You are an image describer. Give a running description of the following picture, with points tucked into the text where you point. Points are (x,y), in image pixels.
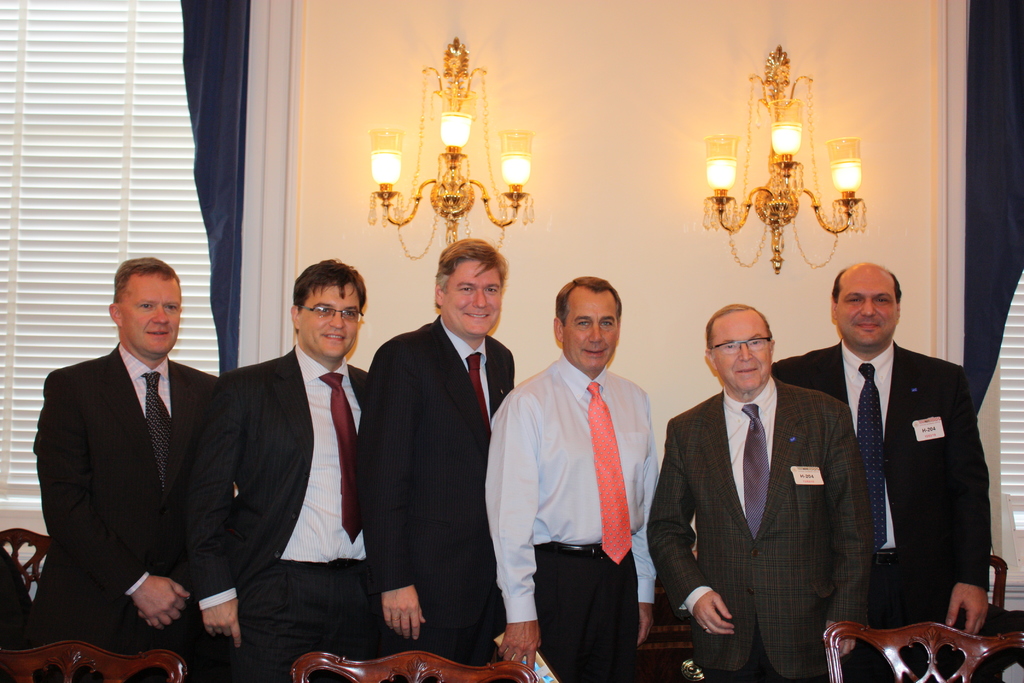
In the middle (644,429) a man (603,502) is standing, he wore white color shirt (553,449), black color trouser (596,569), on either side of him, a group of men (228,489) are standing, they wore coats (971,517), ties (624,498), shirts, trousers (749,677). There are lights (459,177) at the top of this image (497,141).
